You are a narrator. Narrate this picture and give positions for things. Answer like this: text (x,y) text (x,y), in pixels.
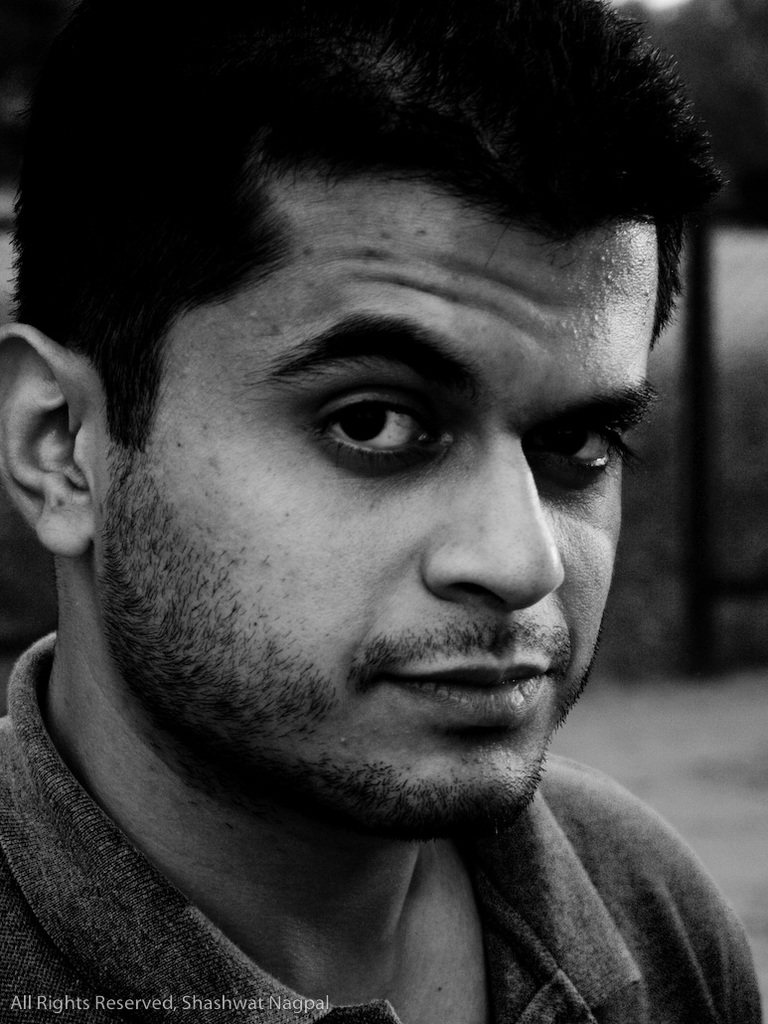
This is a black and white picture. The man (284,683) in the front of the picture (318,943) wearing t-shirt (112,893) is looking at the camera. In the background (729,167), there are trees (732,111) and it is blurred, in the background (753,379).
